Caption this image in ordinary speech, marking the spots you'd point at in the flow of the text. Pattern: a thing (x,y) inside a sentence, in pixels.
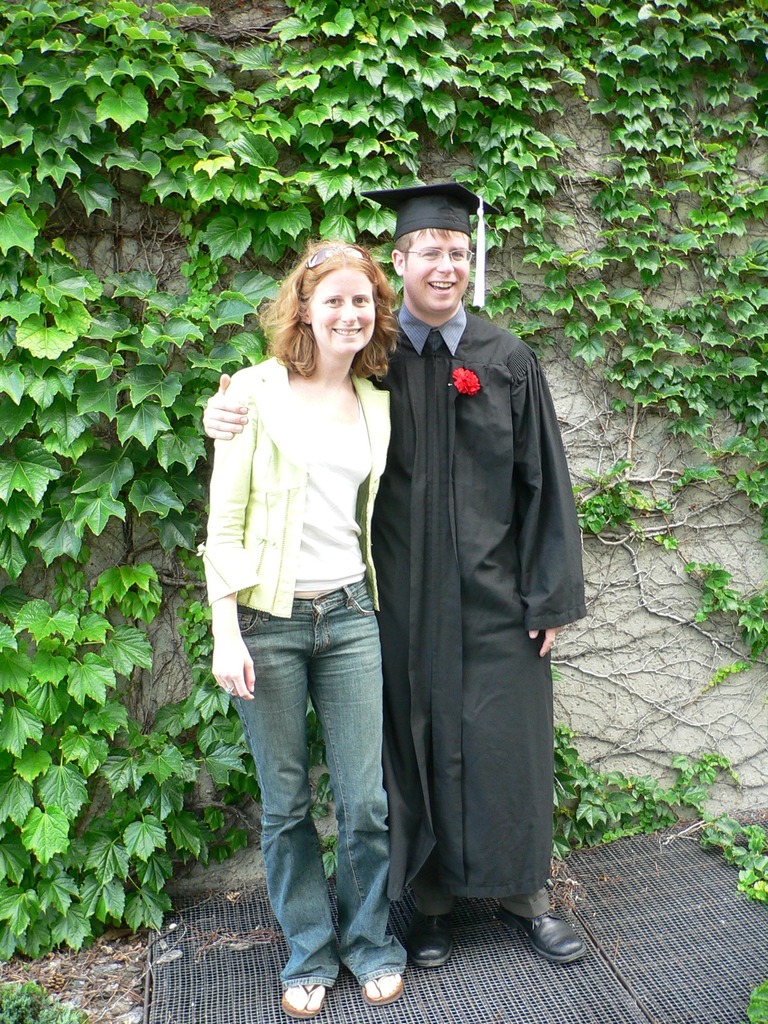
Here I can see a woman (272,636) and a man (443,557) standing, smiling and giving pose for the picture. At the back of these people (368,518) I can see a wall (586,139) to which there is a creeper plant (82,329).
